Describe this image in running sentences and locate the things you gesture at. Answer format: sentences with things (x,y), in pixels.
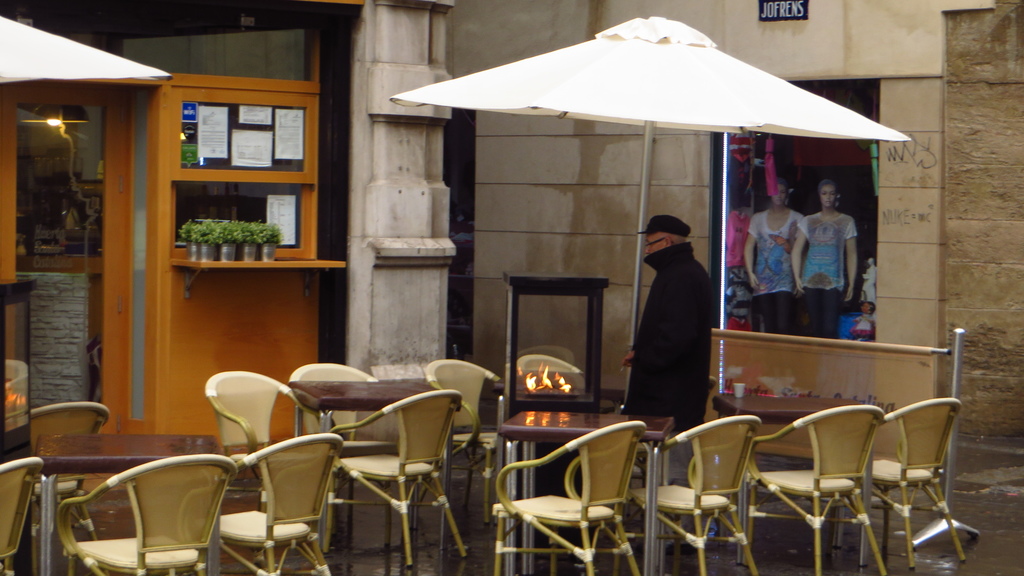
This image consists of so many tables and chairs (607,502). There is a person (688,333) in the middle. There is something like an umbrella (786,128) in the middle (640,256). There is a door (102,172) on the left side (67,267). There are small plants (232,237) on the left side (232,237).
